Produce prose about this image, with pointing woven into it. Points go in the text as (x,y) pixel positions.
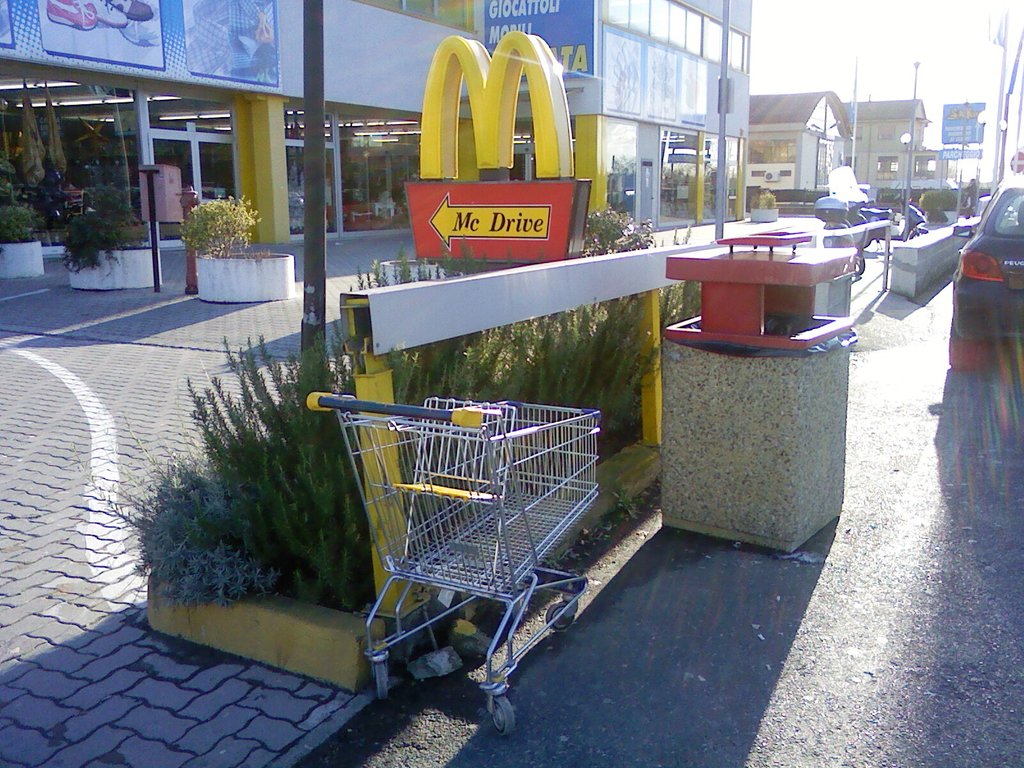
In the center of the image (543,262), we can see a logo (509,200) on a fence (502,306) and there are some shrubs (353,501) and a trolley (532,475) and a stand (707,392). In the background (335,110), we can see buildings (145,107), trees (939,189), poles (724,56), name boards (958,118) and sign boards (969,128) and some vehicles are there, on the road (609,683).
